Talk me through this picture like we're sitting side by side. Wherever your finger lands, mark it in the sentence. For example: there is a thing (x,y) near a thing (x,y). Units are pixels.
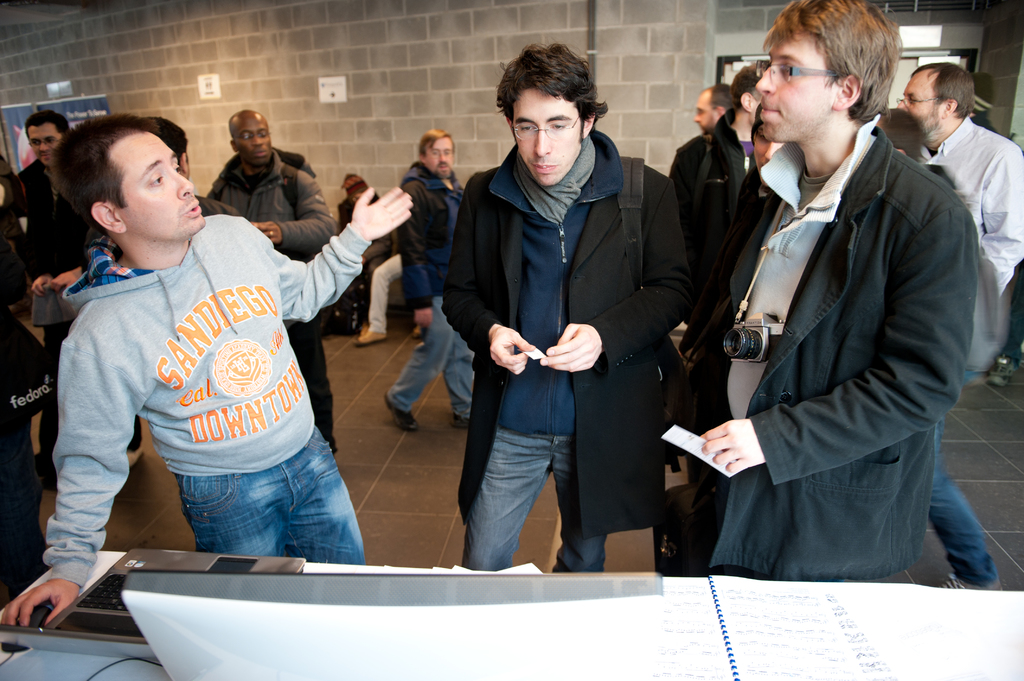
In this image we can see many people (506,260) standing and few electronic gadgets (340,620) on the table (843,619), we can see the camera (731,339), there is a brick wall (601,37) in the background (590,44), few people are sitting, there is a written text (81,114) on the board (109,109).
